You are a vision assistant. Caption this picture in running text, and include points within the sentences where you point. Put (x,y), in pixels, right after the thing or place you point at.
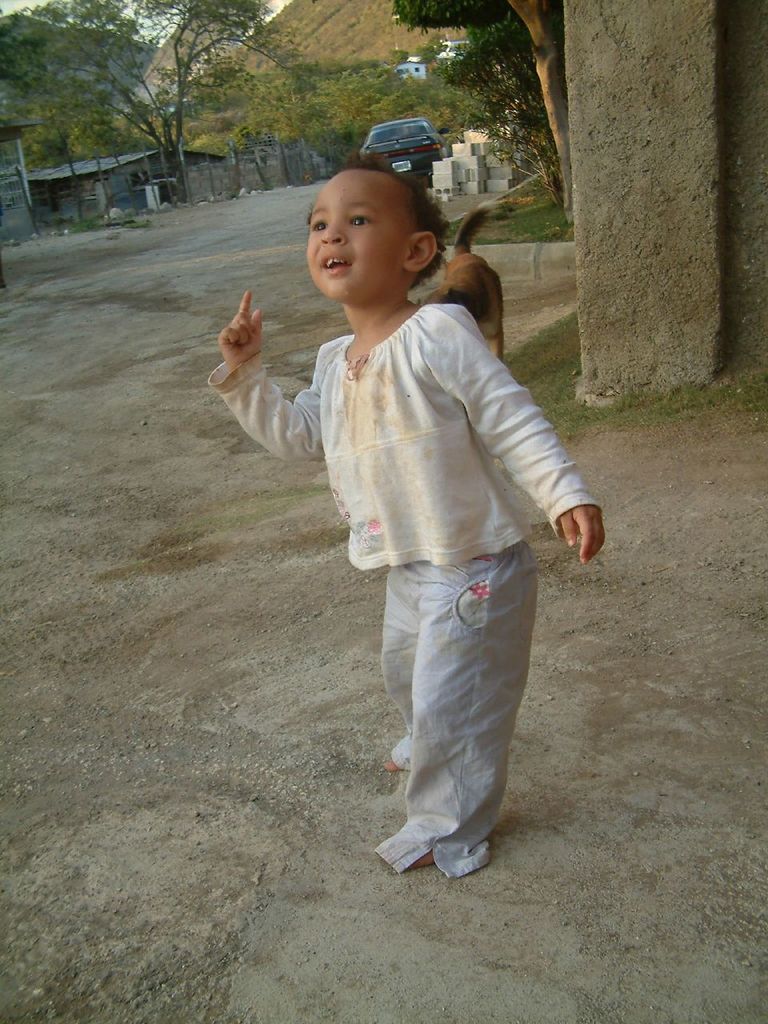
In this picture we can see a little kid (383,412) standing on the ground (326,620) and looking at someone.
